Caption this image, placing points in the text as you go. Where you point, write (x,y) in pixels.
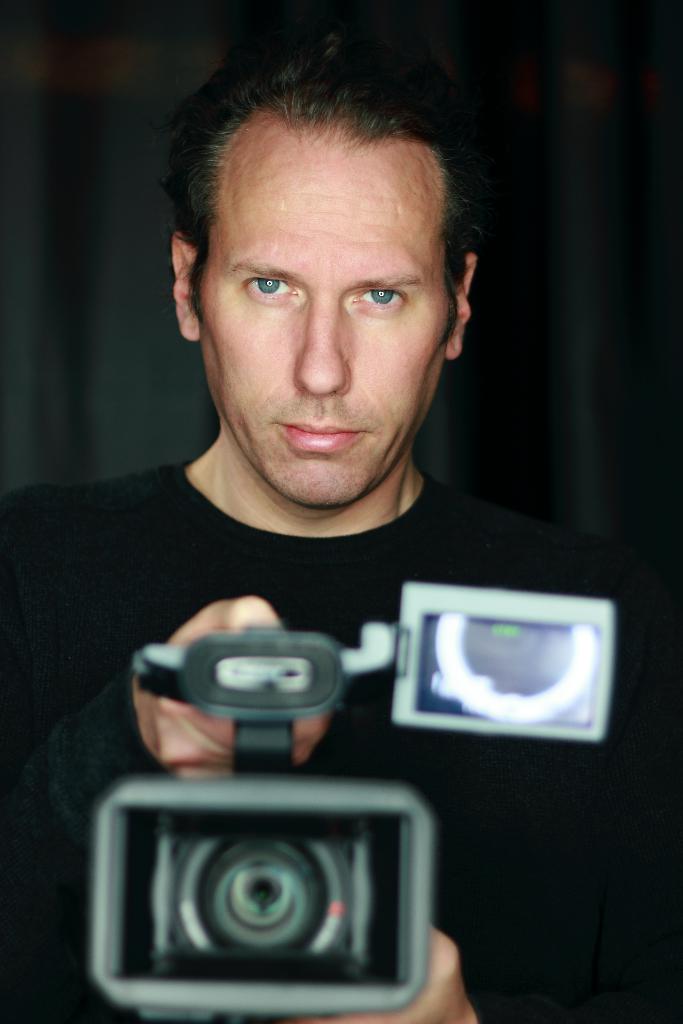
In the image we can see there is a person (474,743) who is standing and he is wearing a black colour shirt (516,743) and holding a video camera (350,915) in his hand (396,1023).
